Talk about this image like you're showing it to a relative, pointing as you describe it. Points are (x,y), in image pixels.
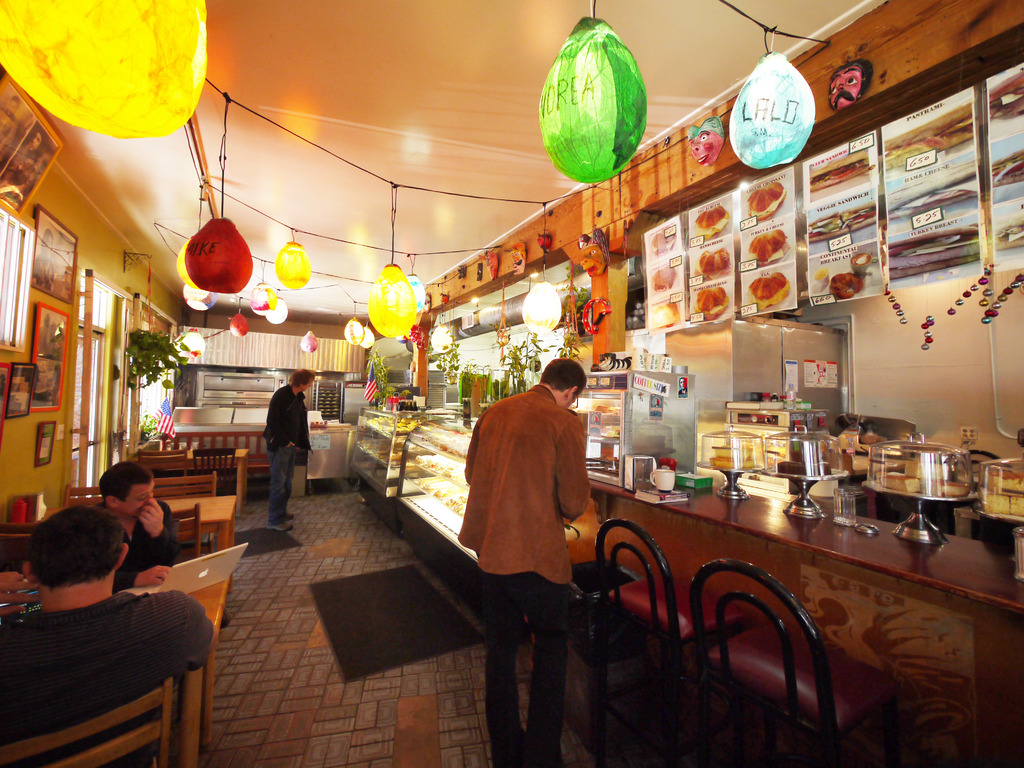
In this image I can see few people (167,542) sitting on the chairs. I can see laptop (157,589), and some objects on the table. I can see a few stand (786,456), cakes (786,470), cups (670,471) and some objects (690,478) on the table (729,502). Top I can see colorful balloons (543,136). The frames (49,368) are attached to the wall (29,453). I can see a flag (165,416), wall (29,475) and windows (148,405).
